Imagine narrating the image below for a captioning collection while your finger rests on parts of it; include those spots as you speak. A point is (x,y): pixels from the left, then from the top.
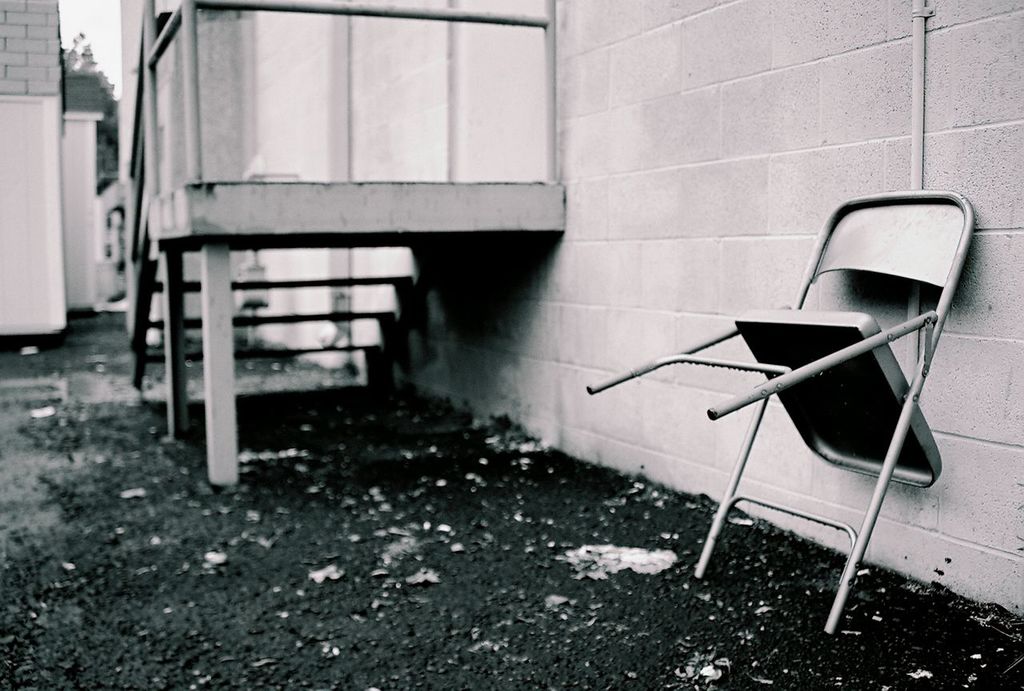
As we can see the image this is a black and white picture. In the background (53,43) we can see two houses (13,28) side by side and there are stairs (145,33) over here attached to the wall (590,309) and there is a chair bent towards the wall (950,429).
